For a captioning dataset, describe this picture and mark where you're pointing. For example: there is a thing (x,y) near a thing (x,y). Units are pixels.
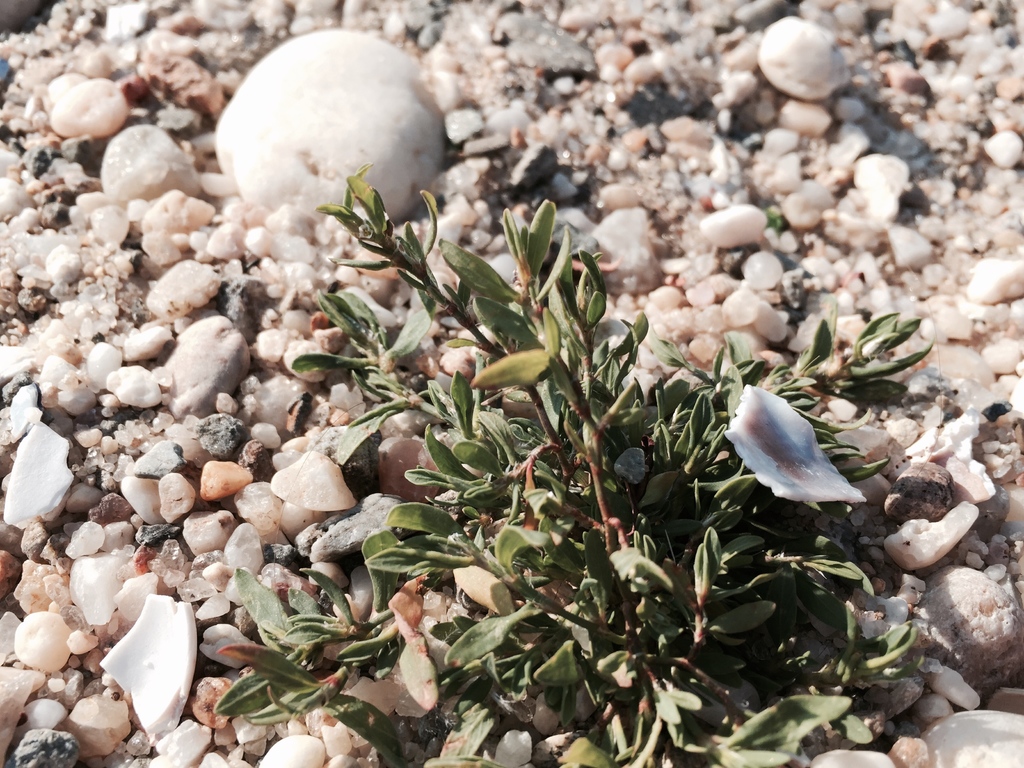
In this image I can see the rocks (154,266) which are in white and cream color. To the side I can see the plant (479,525) which is in green color.
